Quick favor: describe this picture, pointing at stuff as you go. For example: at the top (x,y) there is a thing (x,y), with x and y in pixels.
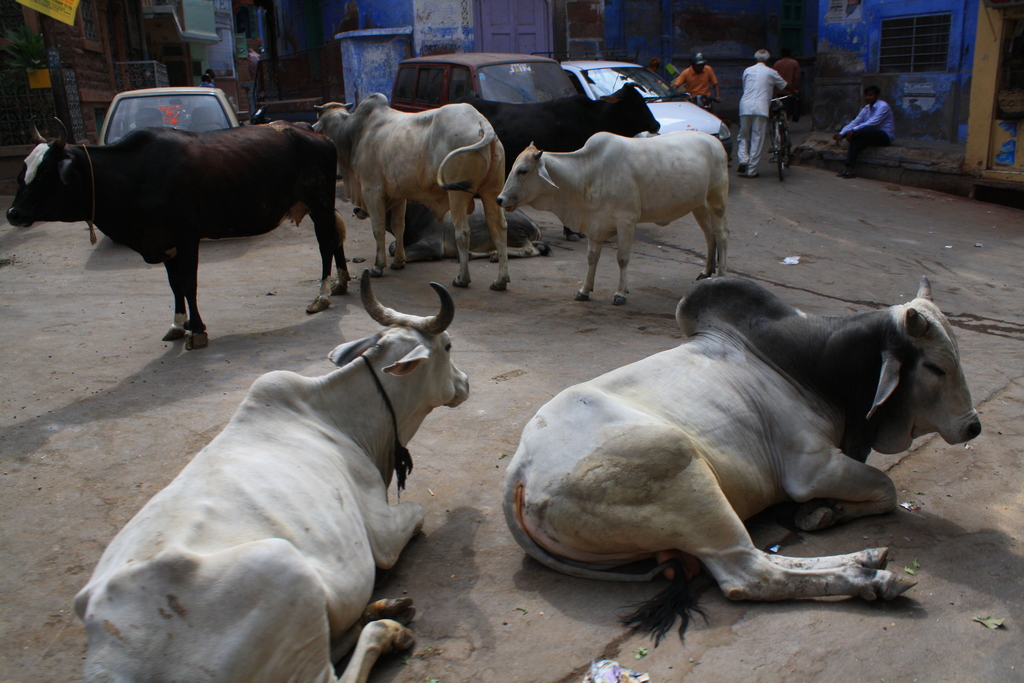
In this image, we can see animals (538,227) and vehicles (454,102). There are some persons (849,129) in the top right of the image (868,95) wearing clothes (714,87). There are buildings (439,45) at the top of the image (594,45).
